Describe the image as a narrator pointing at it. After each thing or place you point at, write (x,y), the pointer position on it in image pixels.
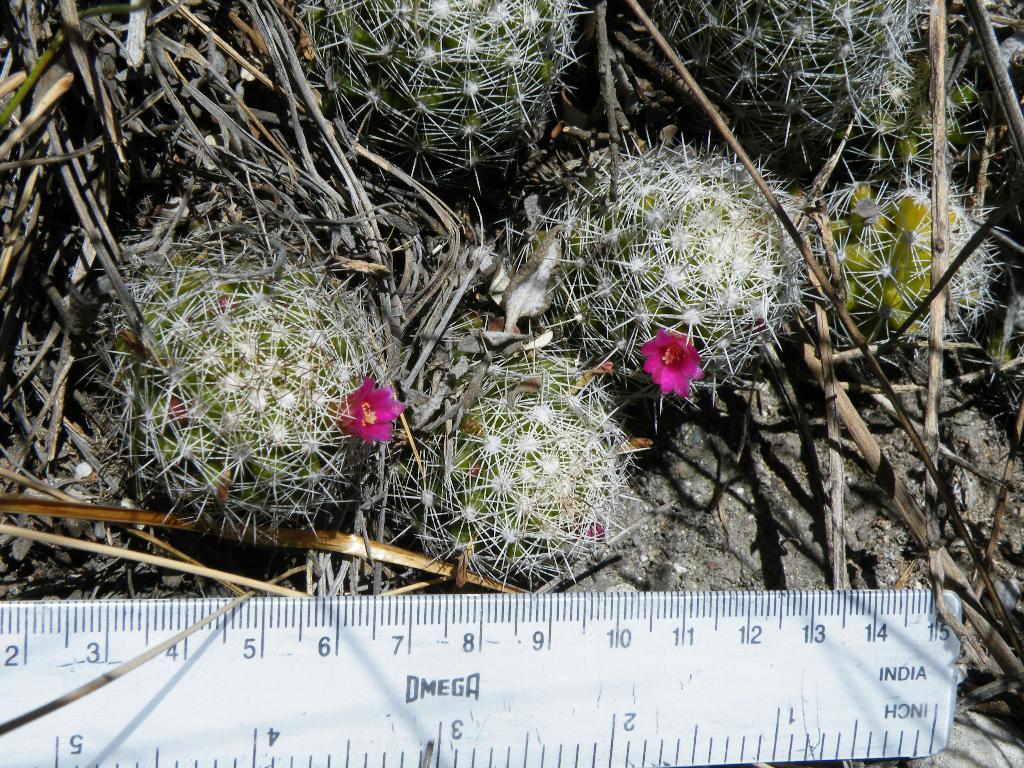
Here in this picture we can see plants (627,312) on the ground (746,470) present over there and we can see flowers (380,403) here and there in the plants (547,405) and at the bottom (16,636) we can see a white colored scale (2,662) present over there.
